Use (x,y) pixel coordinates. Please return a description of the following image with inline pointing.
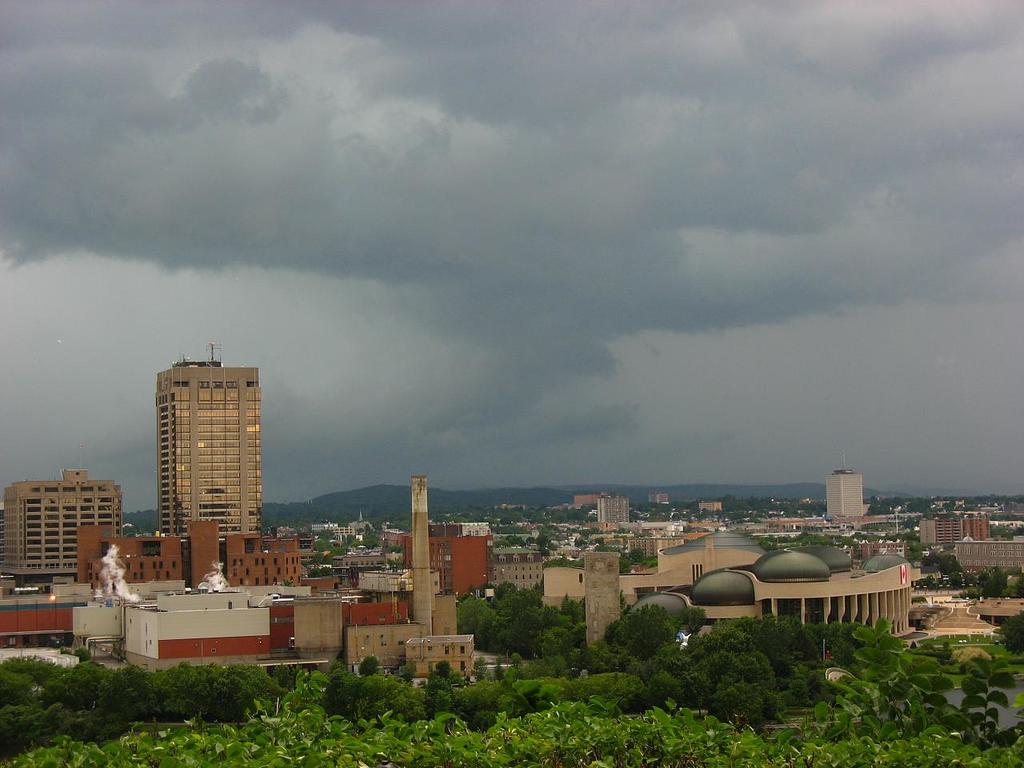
This is an aerial view. In this picture we can see the buildings (673,524), hills (369,504), trees (673,506), roofs (506,556). At the top of the image (489,179) we can see the clouds (545,182) are present in the sky (510,454).
